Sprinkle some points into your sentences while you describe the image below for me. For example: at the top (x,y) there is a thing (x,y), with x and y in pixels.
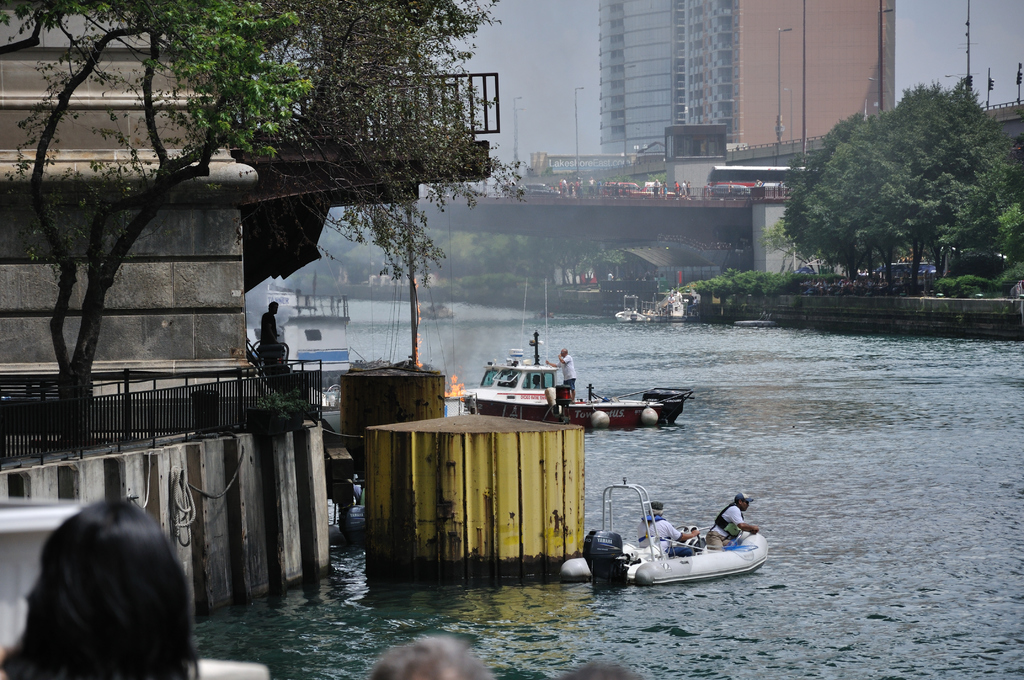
In front of the image there are people (65,571). There are a few people (713,529) on the boats (699,537) and the boats (703,560) are in the water (829,458). On the left side of the image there is a person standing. There is a metal fence (132,436) and there are some objects (495,436). In the center of the image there are vehicles (535,192) on the bridge (534,207). There are people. There are trees (965,164), plants (735,284), buildings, traffic lights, light poles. At the top of the image (538,93) there is sky (533,97).
